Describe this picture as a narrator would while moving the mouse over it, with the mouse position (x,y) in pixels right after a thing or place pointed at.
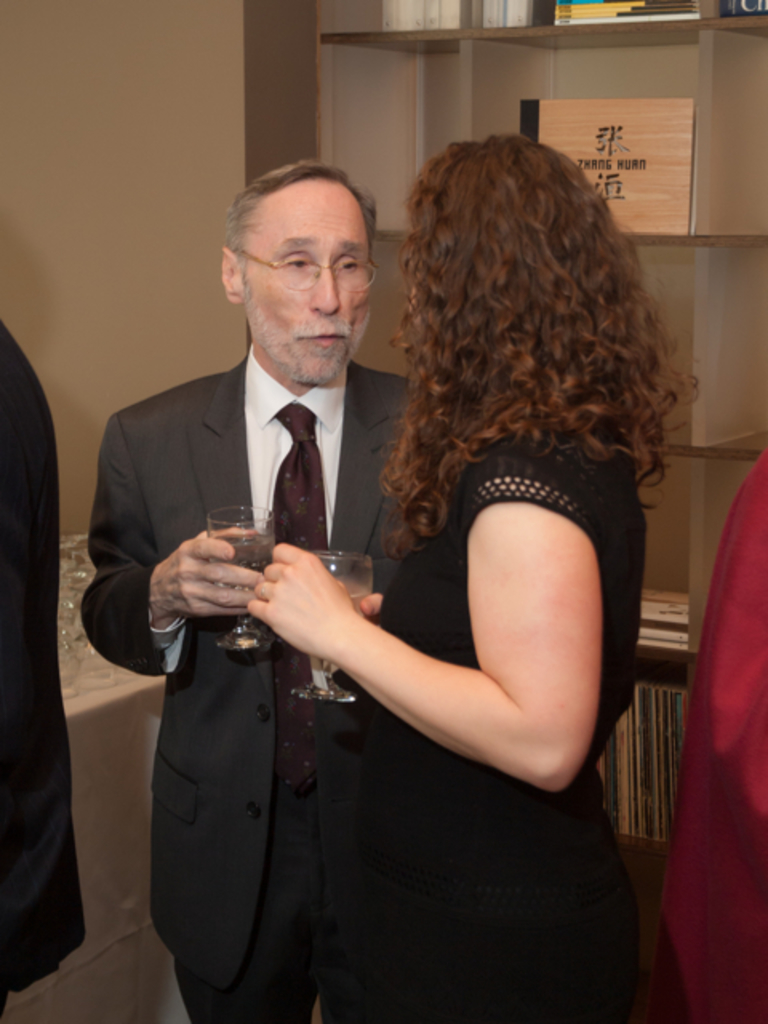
In this image I can see two persons (411,309) are standing in the front (348,524) and I can see both of them are holding glasses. In the background (627,119) I can see number of books (601,111) on the shelves (670,555).
